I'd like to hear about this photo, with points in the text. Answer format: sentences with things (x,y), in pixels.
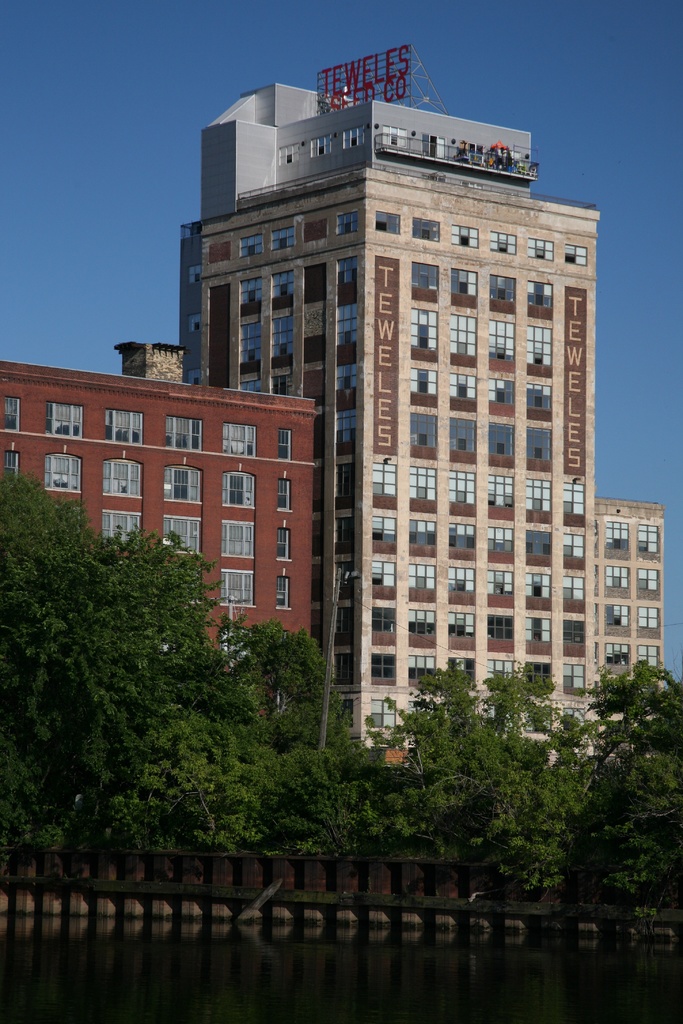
In this image I can see the water (261,971), the black colored object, few trees (520,781) which are green in color and few buildings (420,457). In the background (139,74) I can see the sky (558,112).
